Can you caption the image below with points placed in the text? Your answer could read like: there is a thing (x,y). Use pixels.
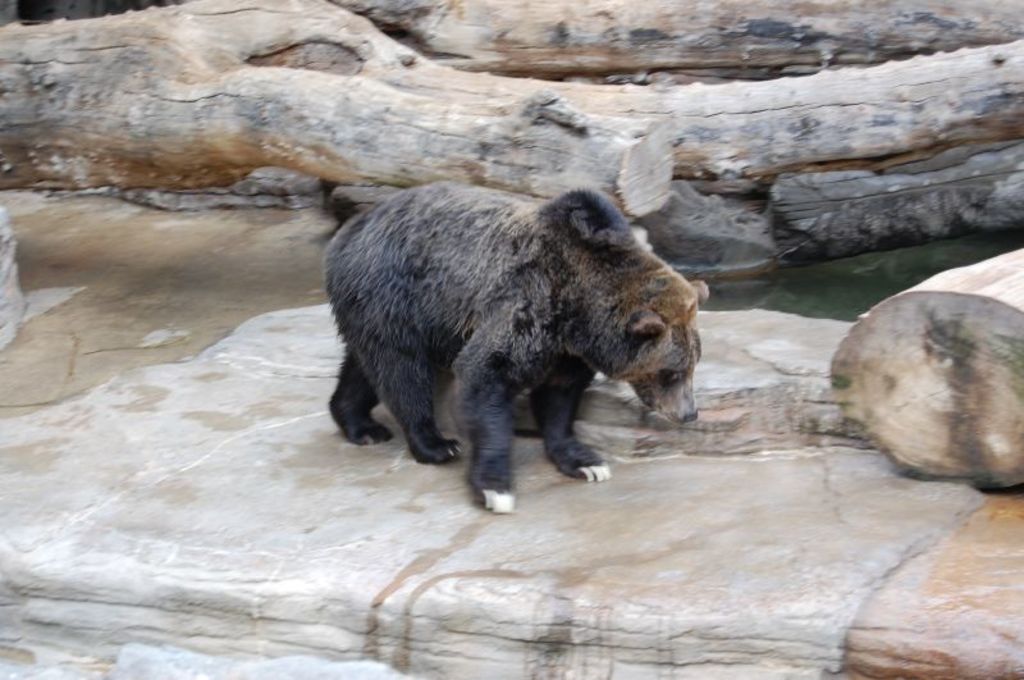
In this picture I can see the bear (520,309) on the rock (406,544). I can see wooden logs (546,126) in the background (645,98).
